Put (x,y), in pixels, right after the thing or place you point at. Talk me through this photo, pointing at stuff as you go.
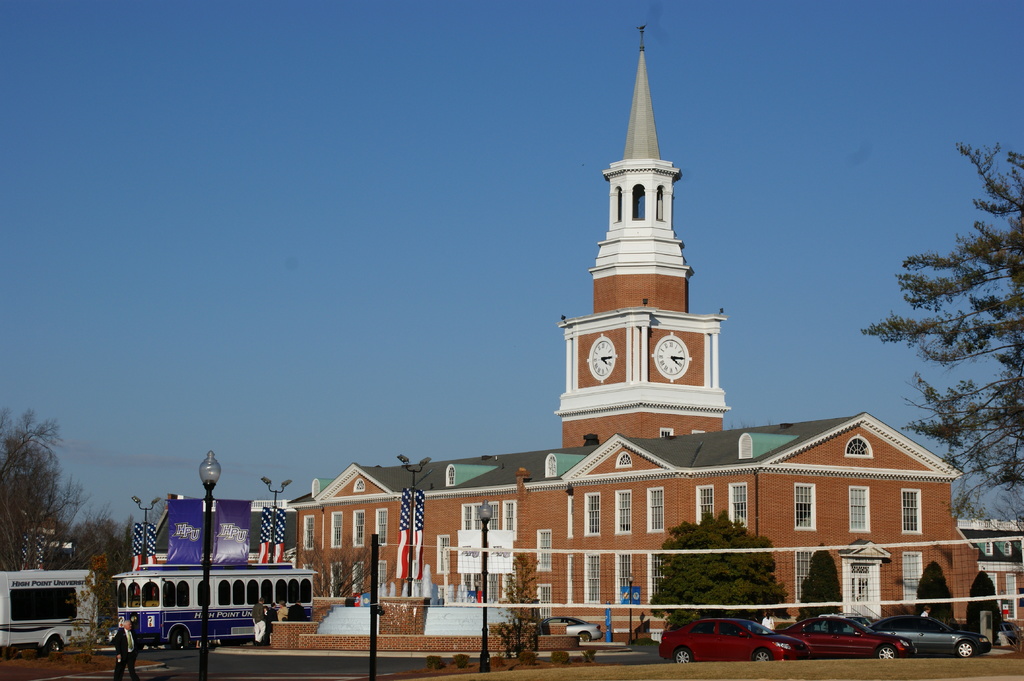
In this image, on the right side (969,638), we can see some cars (728,635) which are placed on the road (910,655), trees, net fence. On the left side (203,643), we can see a man (126,642) walking, street light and few vehicles (26,615) are moving on the road (154,671), trees (9,535). In the background (944,503), we can see a building (836,516), glass window (854,516), trees (671,568), street lights (484,518). At the top (391,120), we can see a sky (391,120), at the bottom (335,658), we can see a road (305,664).
